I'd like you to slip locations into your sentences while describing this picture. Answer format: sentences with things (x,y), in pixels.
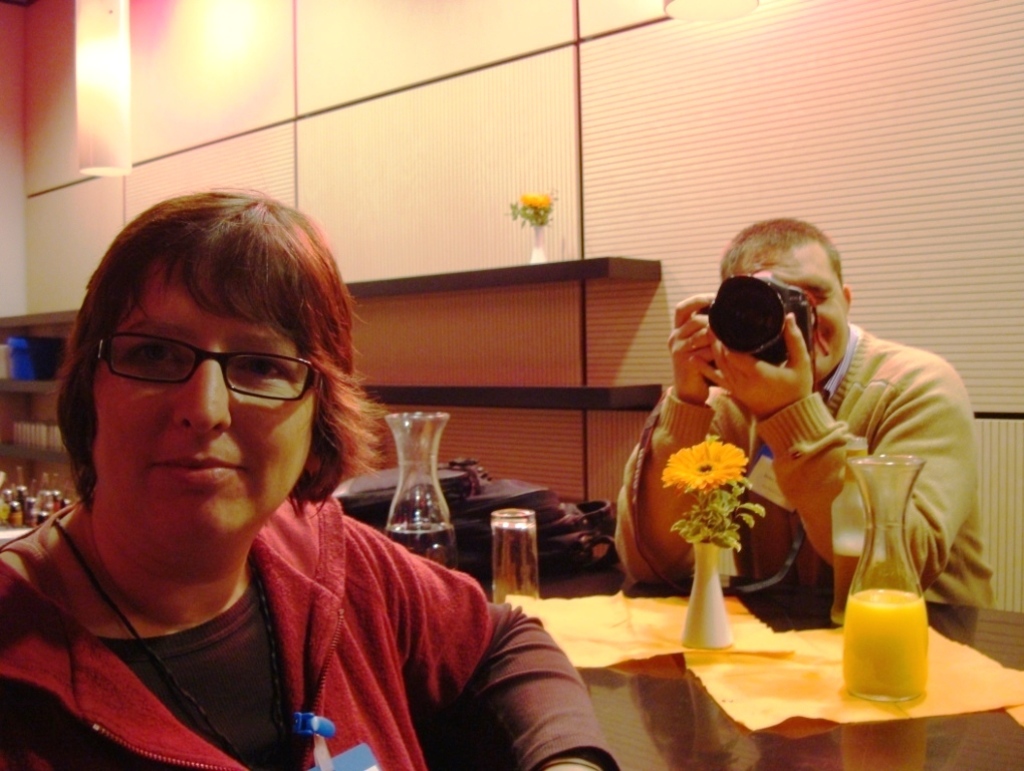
In this picture there is a man (661,454) sitting and he is holding a camera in his hands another woman (492,641) sitting and smiling she is wearing spectacles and there is a flower (727,505) kept on the table (767,736) and a flower vase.
